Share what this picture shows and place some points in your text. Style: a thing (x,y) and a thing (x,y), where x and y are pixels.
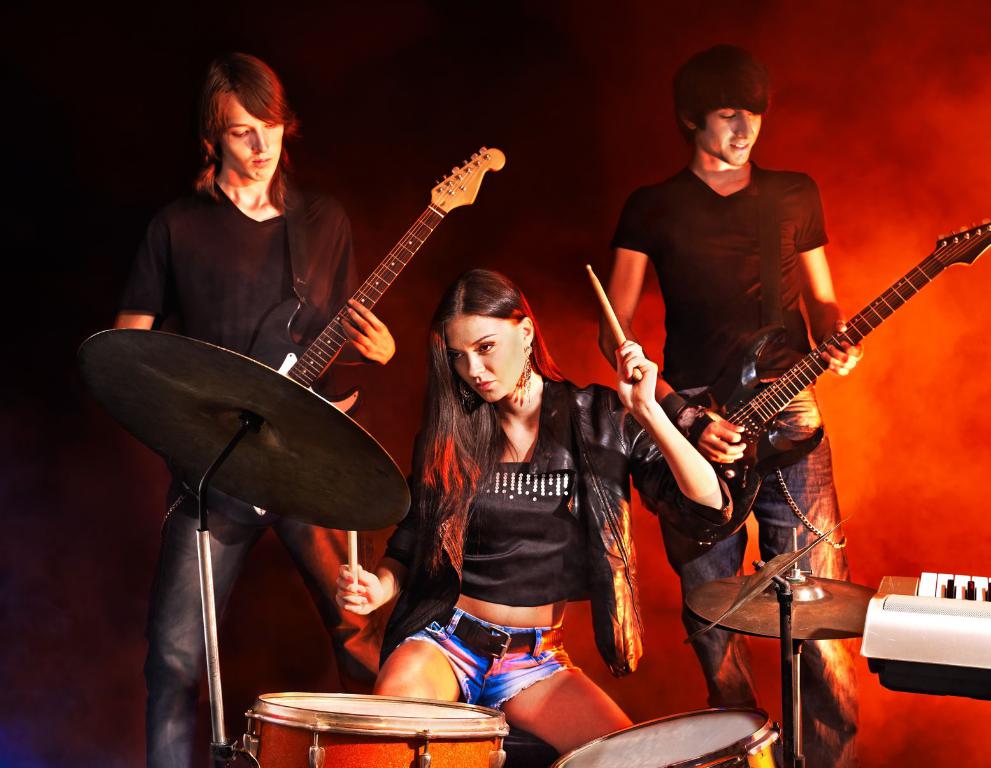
In this image I can see two men (348,269) wearing black color t-shirt (227,262) and standing and playing the guitars (747,359). In the middle (493,493) there is a woman (495,491) wearing black color dress (527,530), sitting on the stool (518,762) and playing the drums (591,756). On the right side (915,642) there is a piano (919,646).
